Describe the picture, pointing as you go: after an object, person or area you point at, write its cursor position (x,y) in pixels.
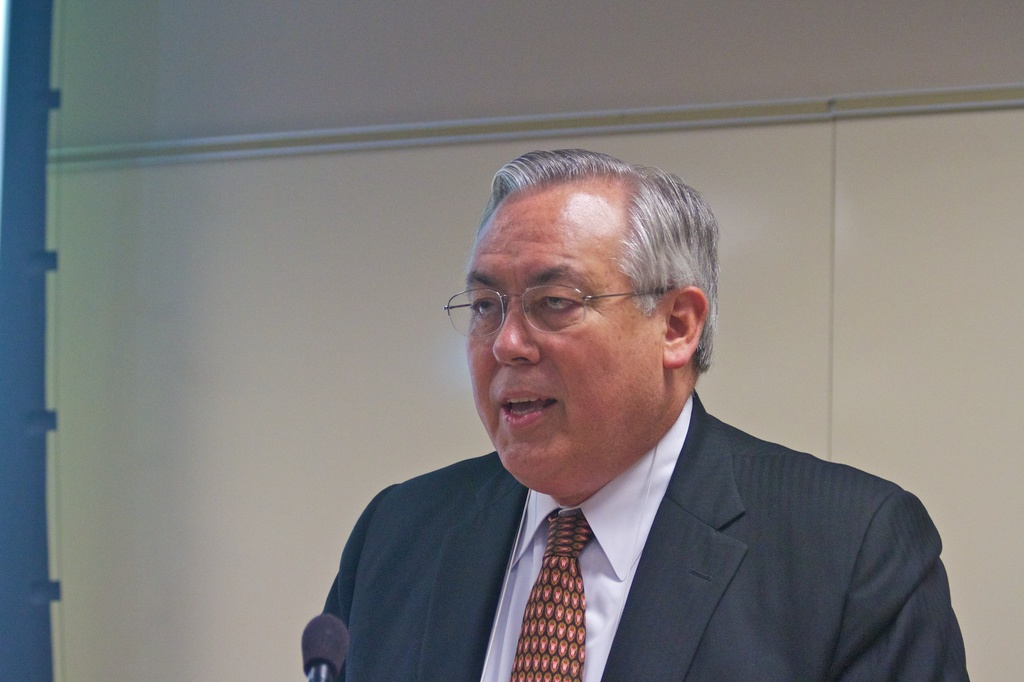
In the middle of the image (585,389) there is a man (756,517) with black jacket (654,553), white shirt (621,574) and tie (557,589) is standing. In front of him there is a mic (324,661). And there are spectacles (551,317) to his eyes (545,305). In the background (780,134) there is a white wall (160,367). And to the left corner of the image (1,355) there is a blue wall (22,235).
